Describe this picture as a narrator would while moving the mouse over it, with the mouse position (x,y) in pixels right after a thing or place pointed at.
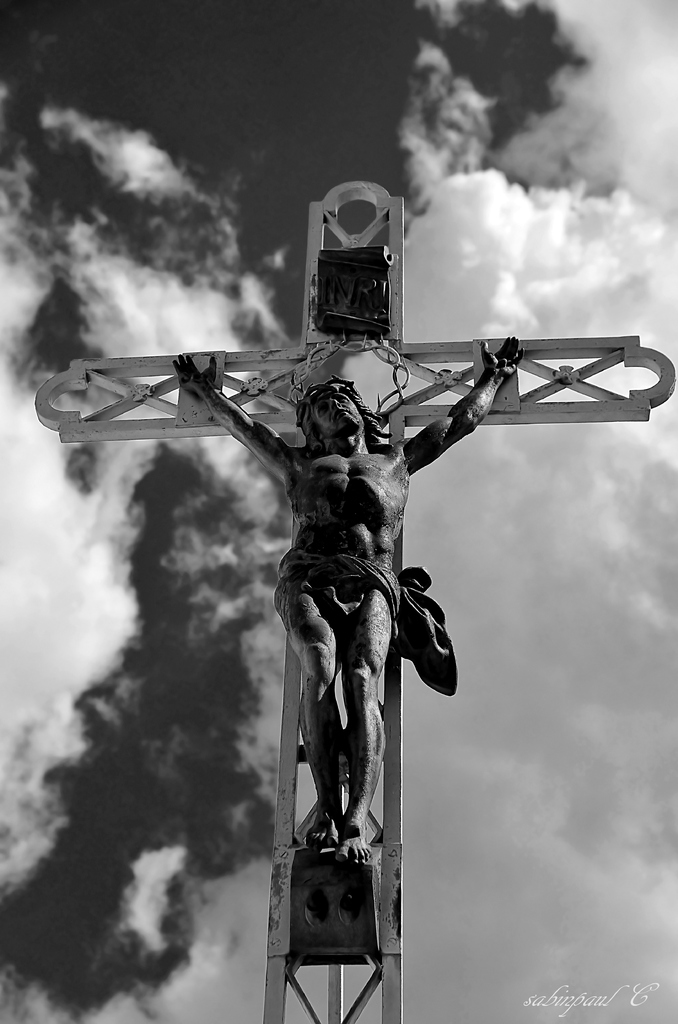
In this image I can see the black and white picture in which I can see the statue (393,621) of a person (299,569) to the metal rod (323,921). In the background (289,345) I can see the sky (453,564).
